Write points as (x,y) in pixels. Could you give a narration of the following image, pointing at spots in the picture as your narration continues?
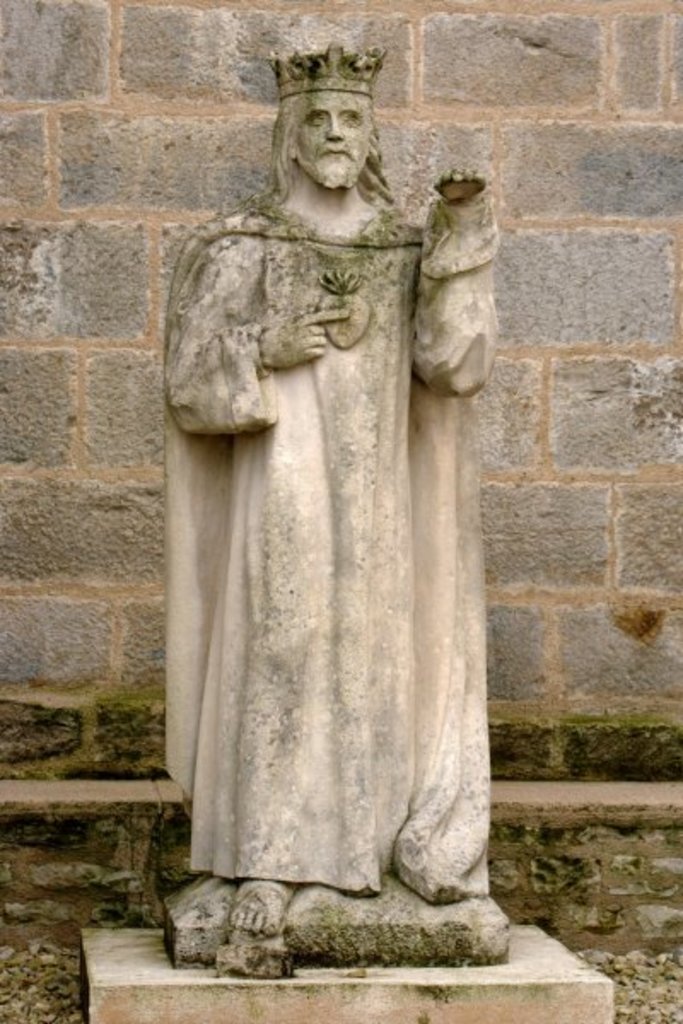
In this image, we can see a statue (295,364) in front of the wall (549,545).
